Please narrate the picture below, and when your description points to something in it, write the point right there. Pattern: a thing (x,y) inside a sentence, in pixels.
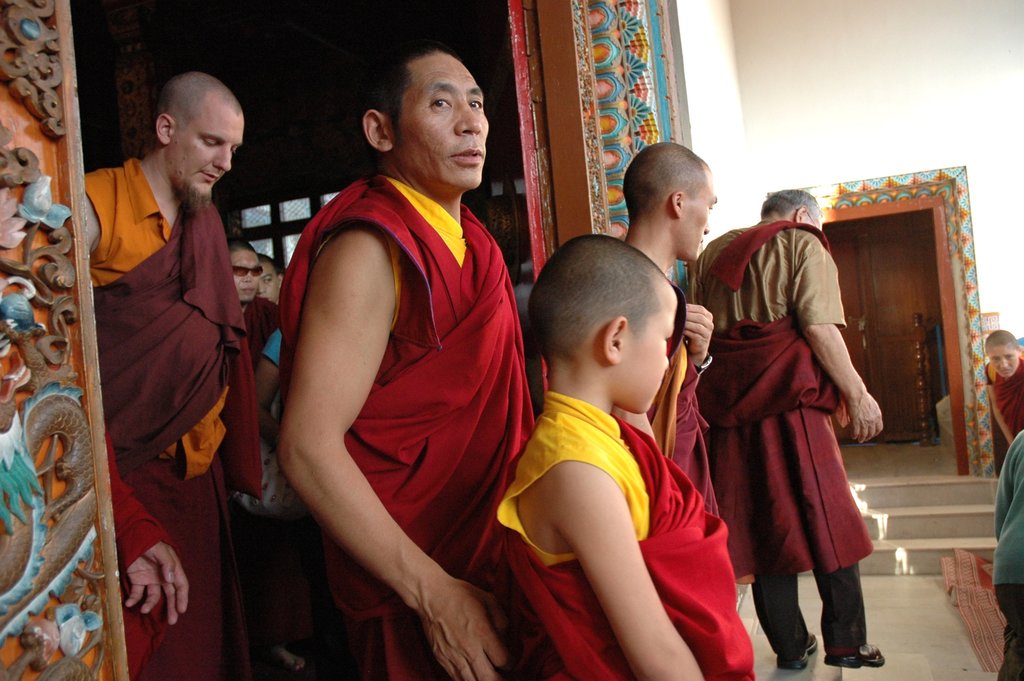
In this image we can see a few people (452,457) and among them some are standing in front of the door (938,237). We can see the wall (826,61) in the background (838,58).
